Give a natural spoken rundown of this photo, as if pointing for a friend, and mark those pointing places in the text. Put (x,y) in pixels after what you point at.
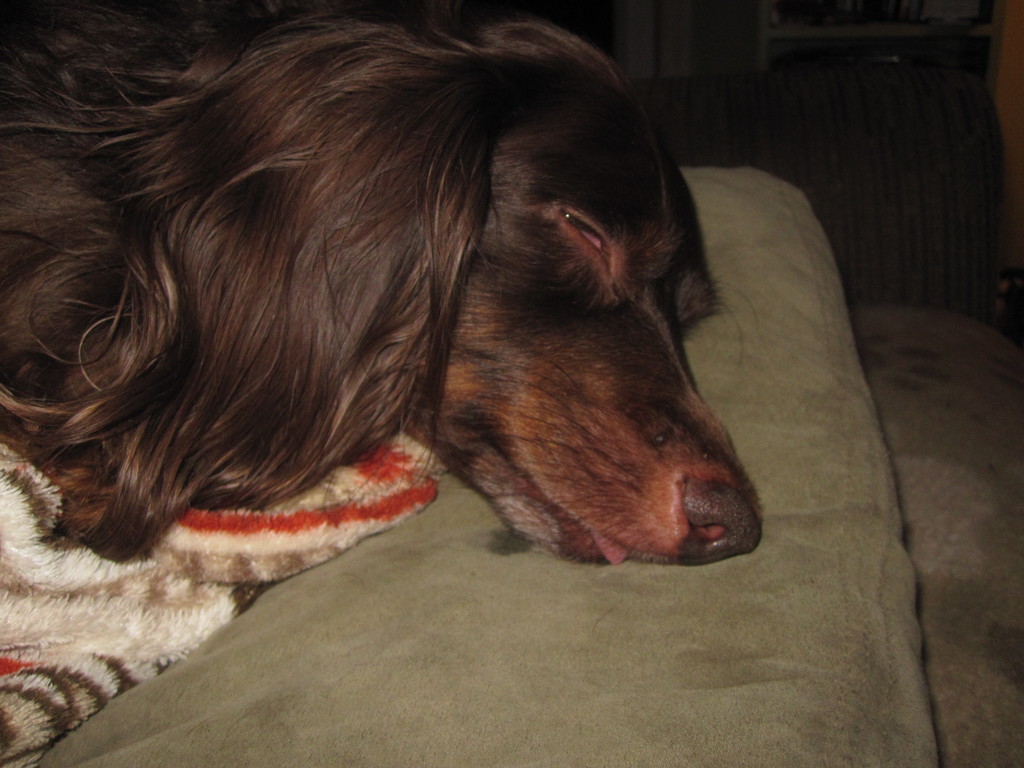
In this image we can see a dog (131,552) on a couch (731,388). Beside the dog (178,500) we can see the blanket (216,558). At the top (709,51) we can see the wall (720,35) and few objects (830,21) on the shelves (861,28).
